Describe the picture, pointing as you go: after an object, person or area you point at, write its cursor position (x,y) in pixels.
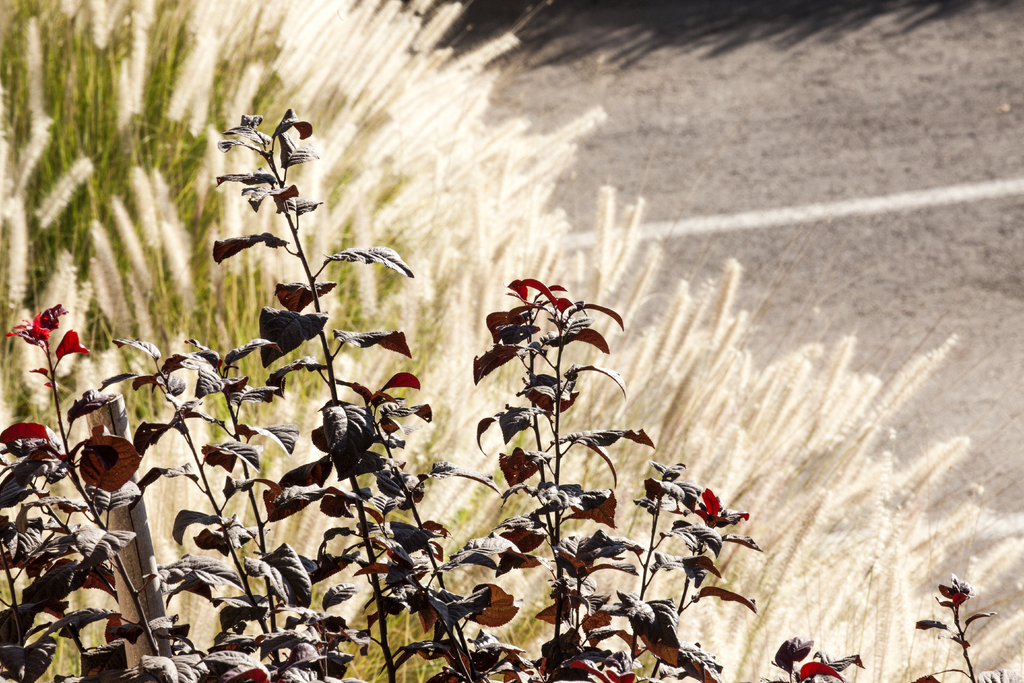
In this picture we can see leaves (218,530), wooden stick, plants (184,286) and in the background (805,175) we can see the road (753,217).
